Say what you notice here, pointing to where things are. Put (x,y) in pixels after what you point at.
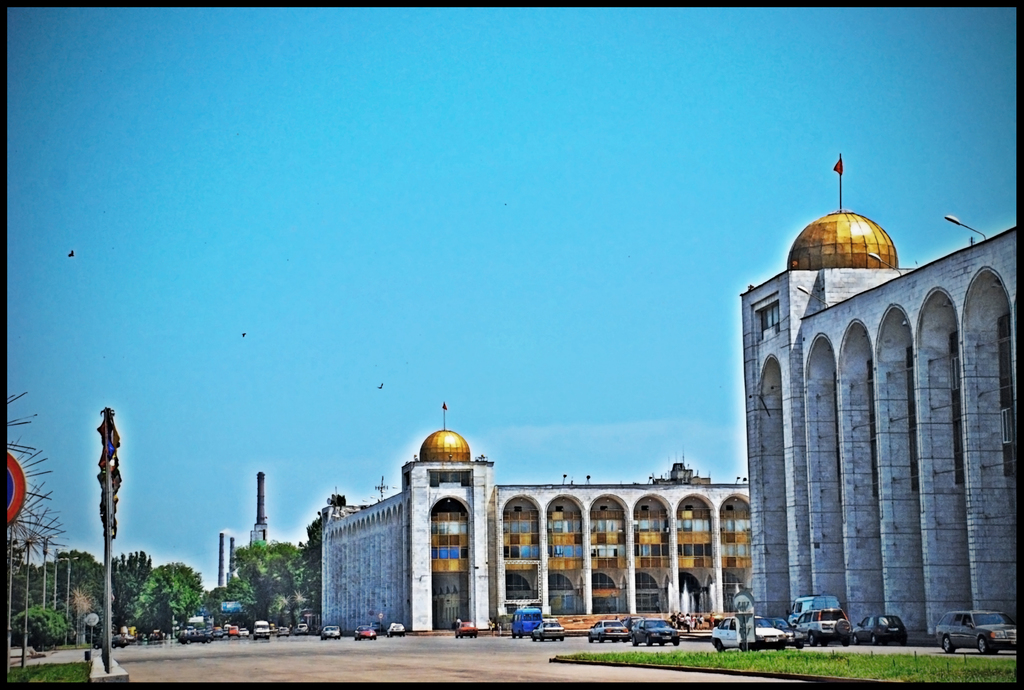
In this image, we can see buildings (407,565). There are cars (395,627) on the road (227,641). There are poles (106,587) and some trees (235,590) in the bottom left of the image (252,600). In the background of the image (238,282), there is a sky (368,111).
